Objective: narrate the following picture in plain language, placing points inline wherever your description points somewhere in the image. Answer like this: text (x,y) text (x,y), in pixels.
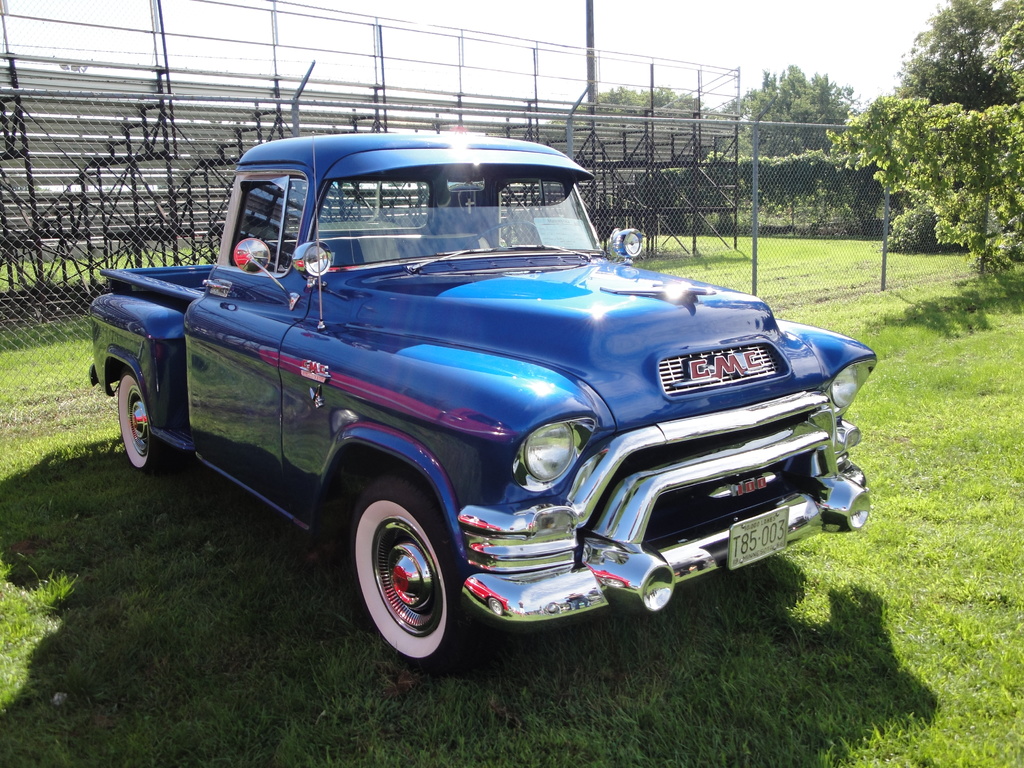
In this image we can see a car (395,438) parked on the surface (929,493) of the grass (901,448), behind the car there are some fencing (468,118) with metal rods (680,159). In the background of the image (800,104) there are trees (923,81) and sky (728,15).
